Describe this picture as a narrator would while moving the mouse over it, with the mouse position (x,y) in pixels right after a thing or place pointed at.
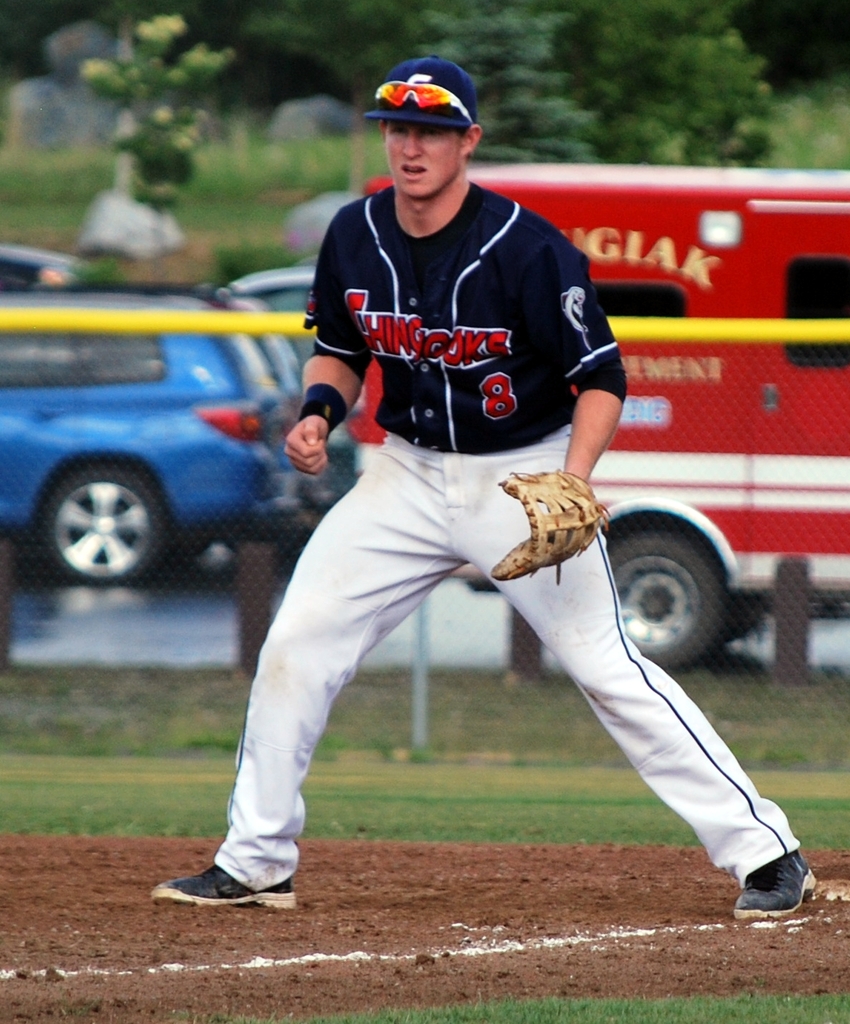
In this picture we can see a person (275,803) on the ground (312,835) and in the background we can see vehicles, trees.
